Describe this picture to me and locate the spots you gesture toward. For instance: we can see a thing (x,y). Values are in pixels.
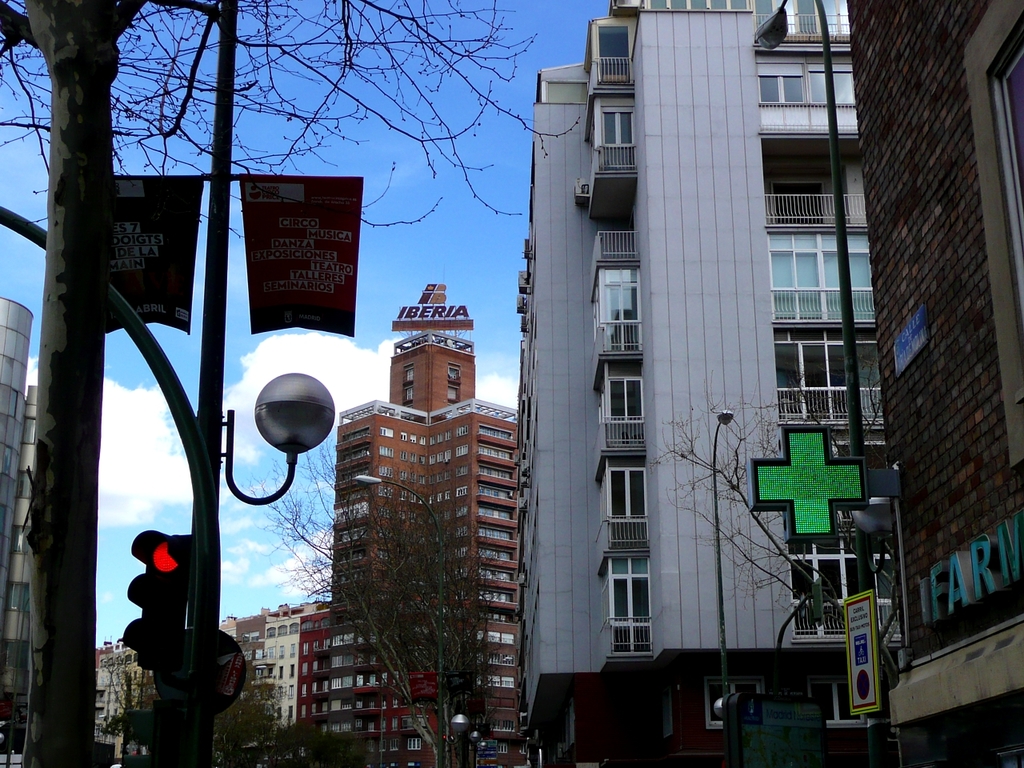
In the image there are a lot of buildings (544,534), in front of the buildings (601,564) there are trees (781,557), street lights (437,542) and there is a traffic signal pole (170,586) on the left side (193,610). Beside that there is a tree (71,574).
